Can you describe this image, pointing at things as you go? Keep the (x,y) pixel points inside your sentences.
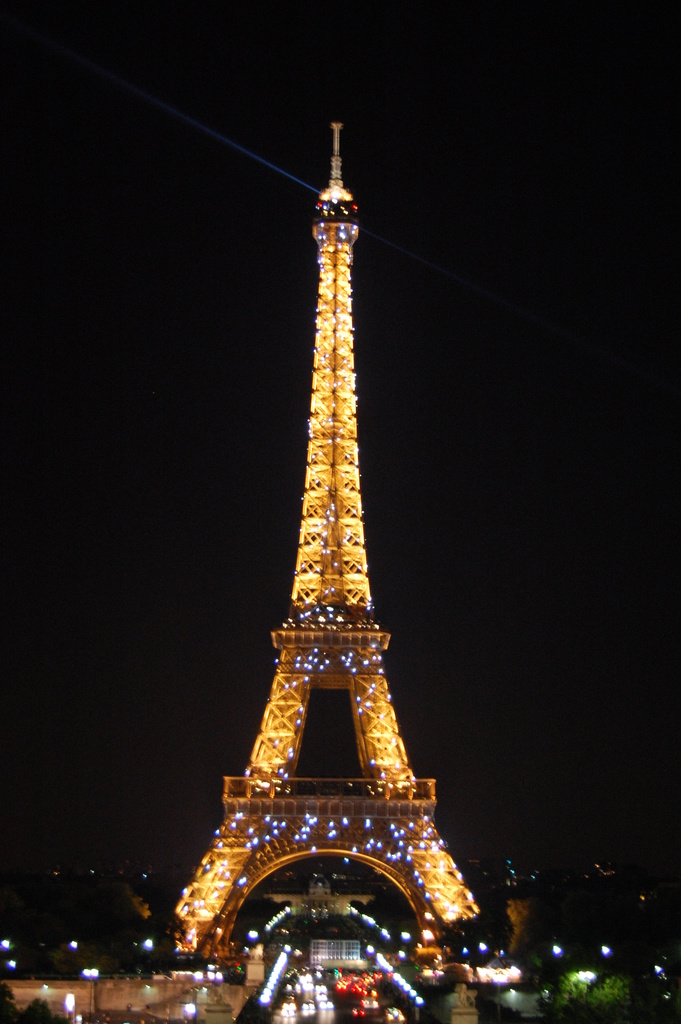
In this image I can see many lights (302,989), few trees (562,998) and the tower (349,677). I can see the black background (34,703).
